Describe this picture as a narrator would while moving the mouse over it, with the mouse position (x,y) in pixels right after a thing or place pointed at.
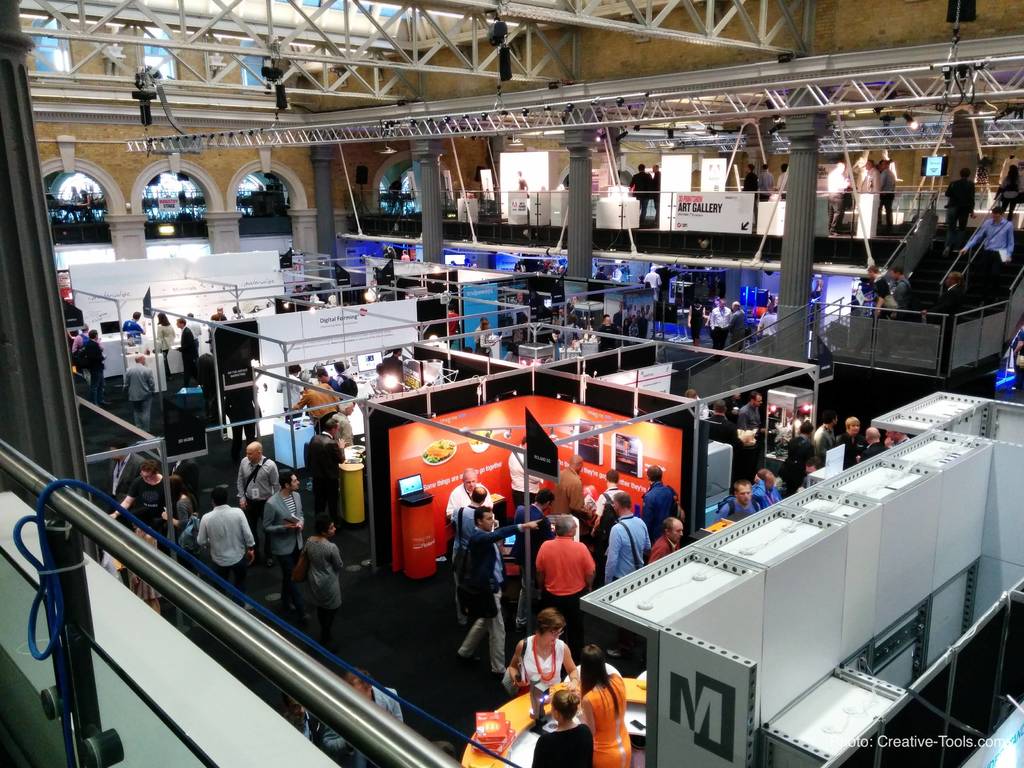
In this image, there are many people (477,345). We can see some boards (511,210) with text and images (627,441). We can see some screens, stairs (926,253) and the railing (837,331). We can also see some metal objects (711,396) and poles (30,163).
